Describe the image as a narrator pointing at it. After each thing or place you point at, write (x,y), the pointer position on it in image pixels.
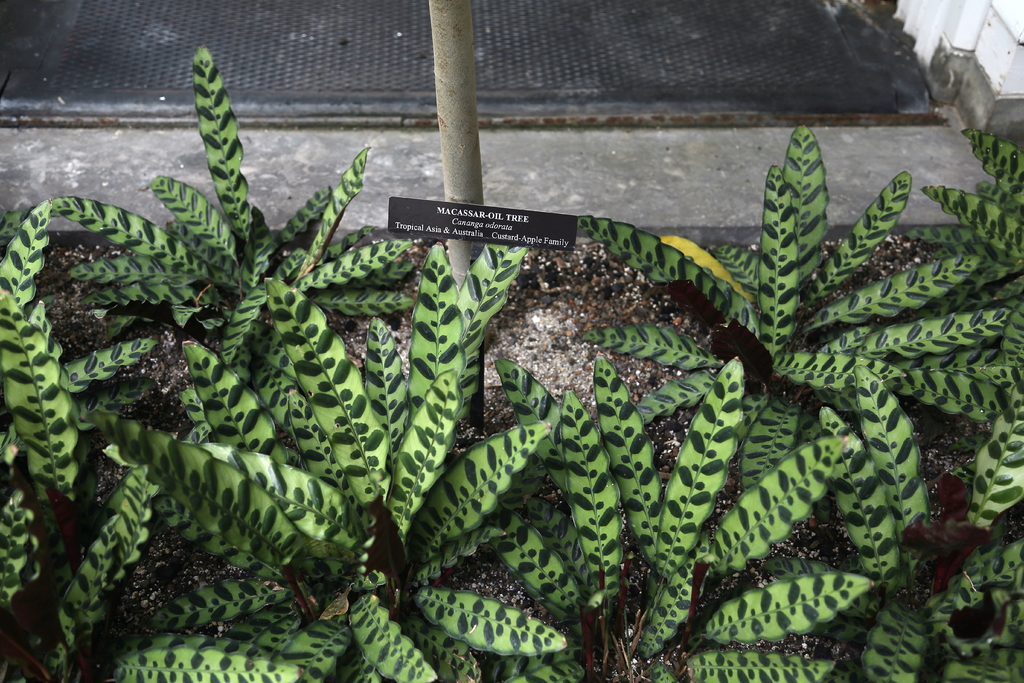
In this image there are some plants (337,428) at bottom of this image (569,546) and there is a carpet (800,112) at top of this image (545,65).
